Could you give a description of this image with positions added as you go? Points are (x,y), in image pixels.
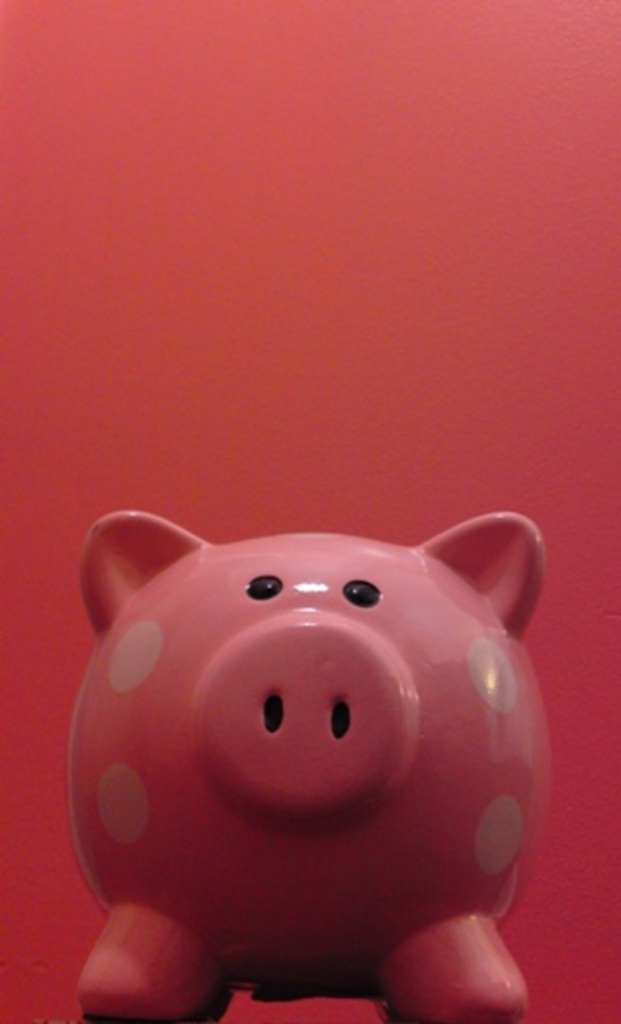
In the picture I can see pink color piggy (254,807) and the background of the image (609,946) is in red color.
